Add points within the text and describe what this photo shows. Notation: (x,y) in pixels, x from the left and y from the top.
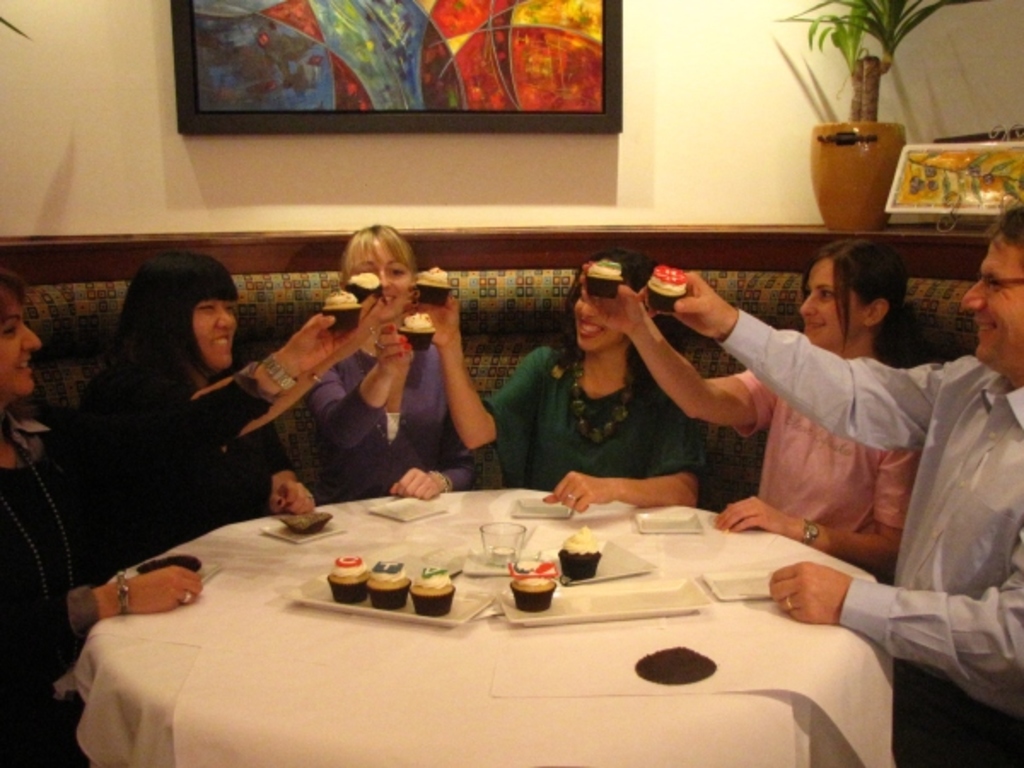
in a room (804,175) there are people (658,359) sitting in front of the table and having party.
